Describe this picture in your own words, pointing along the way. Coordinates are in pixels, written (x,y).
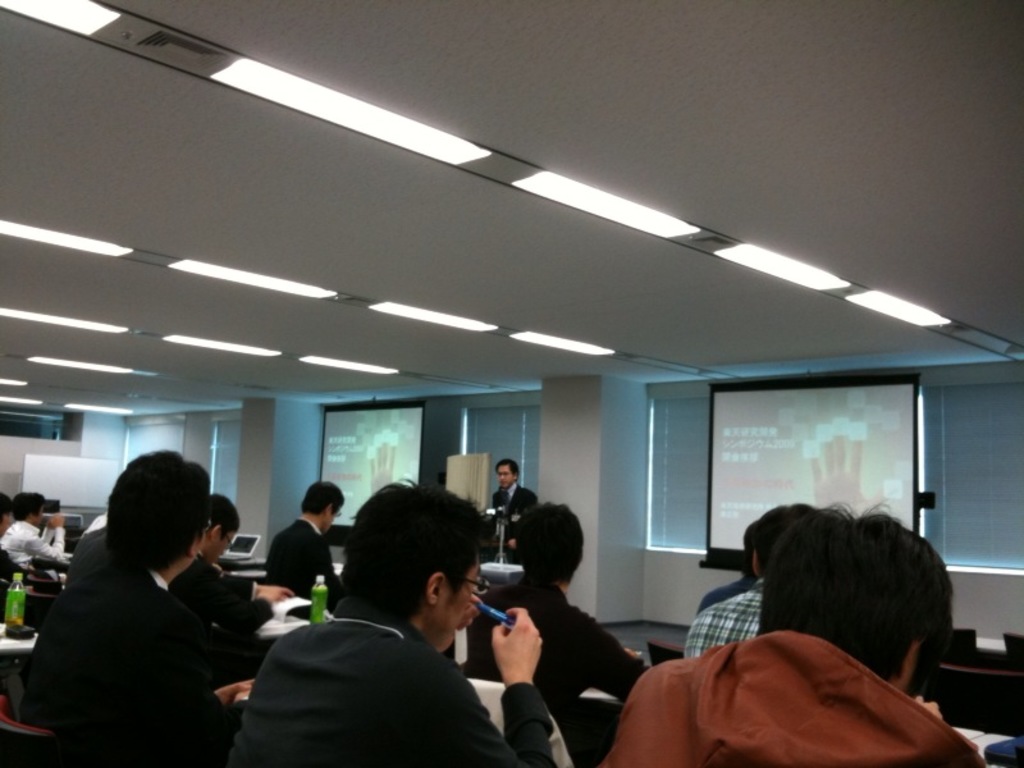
In this image I can see there are few persons (437,566) sitting on chair (46,586) and one person (513,466) standing in front of the beam (549,484) there are few screens (879,447) attached to the wall (84,439) in the middle (343,434), at the top (16,224) few lights (250,79) attached to the roof (557,125), on tables (19,641) I can see bottles (323,599).
